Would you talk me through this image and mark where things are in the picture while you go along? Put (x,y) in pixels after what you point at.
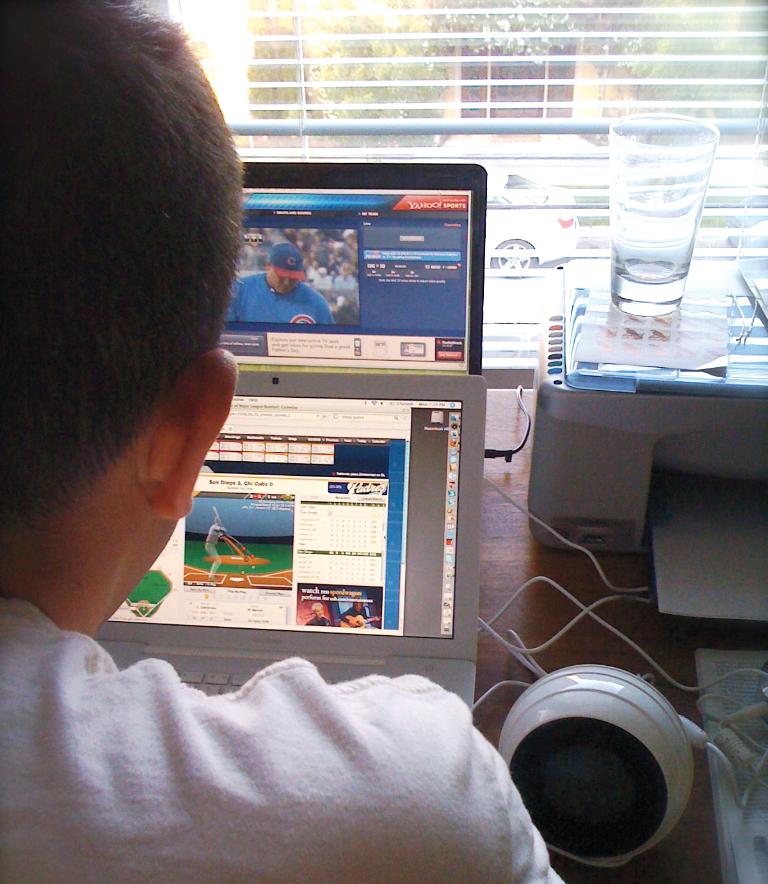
In this image there is a person (72,190). In front of him there is a table (674,697). On top of it there are laptops (300,371). There is a printing machine (601,413). On top of it there is a glass (648,231) and there are a few other objects (538,772) on the table (559,604). In the background of the image (514,123) there is a glass window (765,206) through which we can see cars (564,232), trees (677,31) and a building (573,68).
